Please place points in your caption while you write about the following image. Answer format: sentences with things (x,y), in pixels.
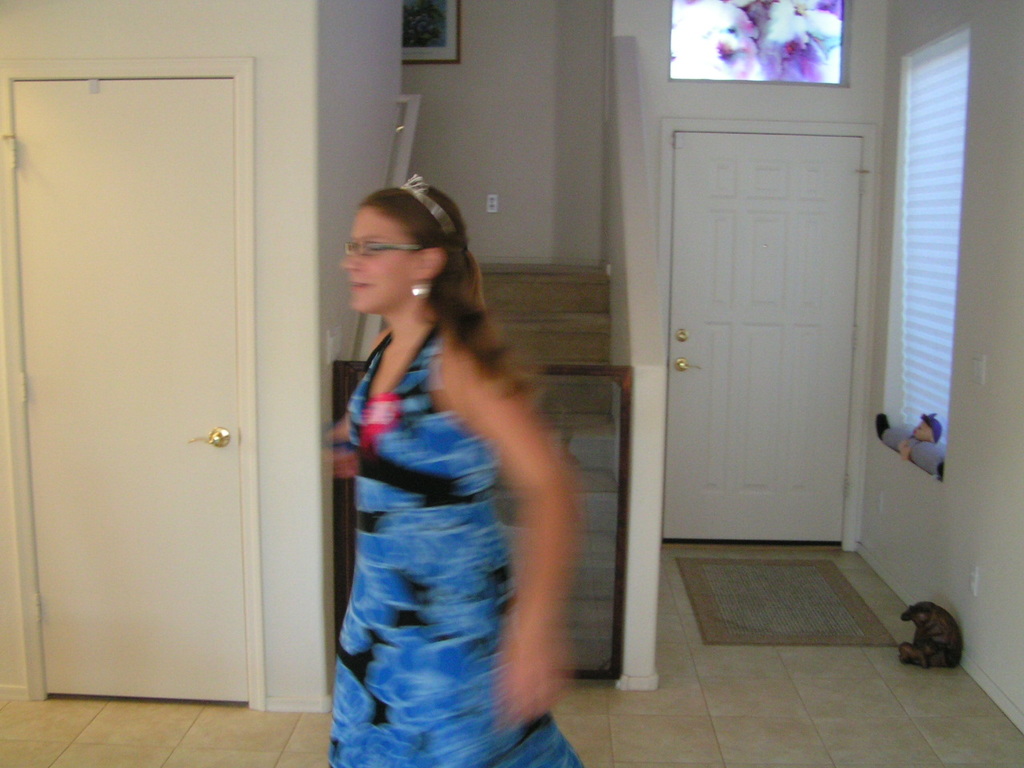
In this image we can see a woman (458,363) wearing the glasses (383,246). We can also see two white color doors (200,311), stairs (604,289), barrier gate (585,379), two frames (419,12) attached to the wall (599,72). We can also see the toys (916,660), mat (804,624) on the floor (773,690) and also window (912,211).
